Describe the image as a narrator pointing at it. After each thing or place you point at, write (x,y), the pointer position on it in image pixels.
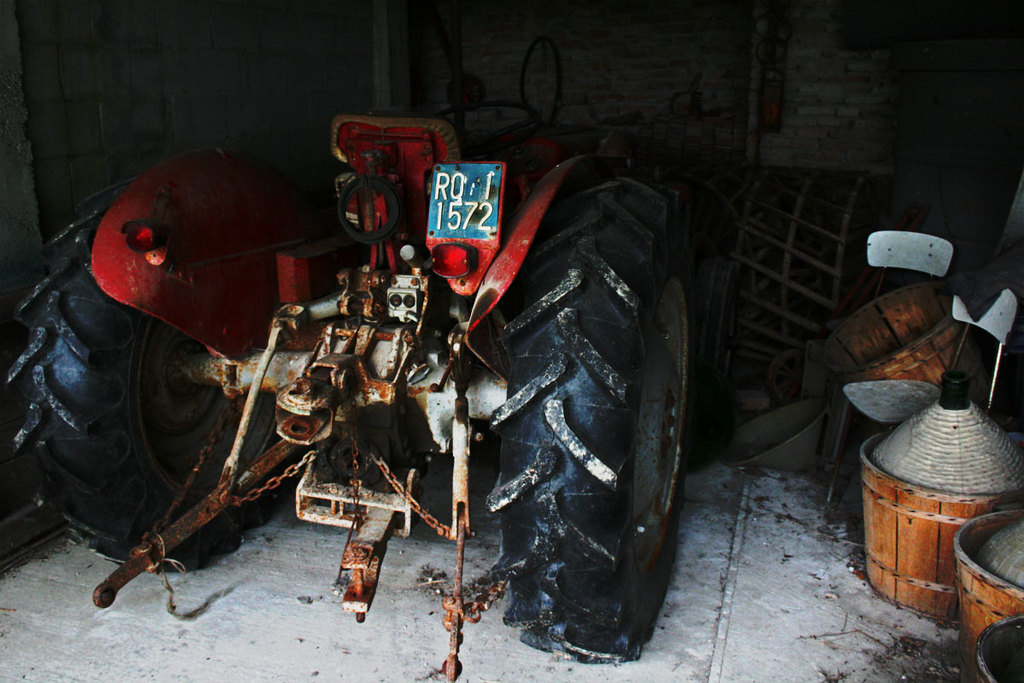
In this picture we can see a tractor (385,399), beside to the tractor (417,255) we can find few baskets (912,515).
